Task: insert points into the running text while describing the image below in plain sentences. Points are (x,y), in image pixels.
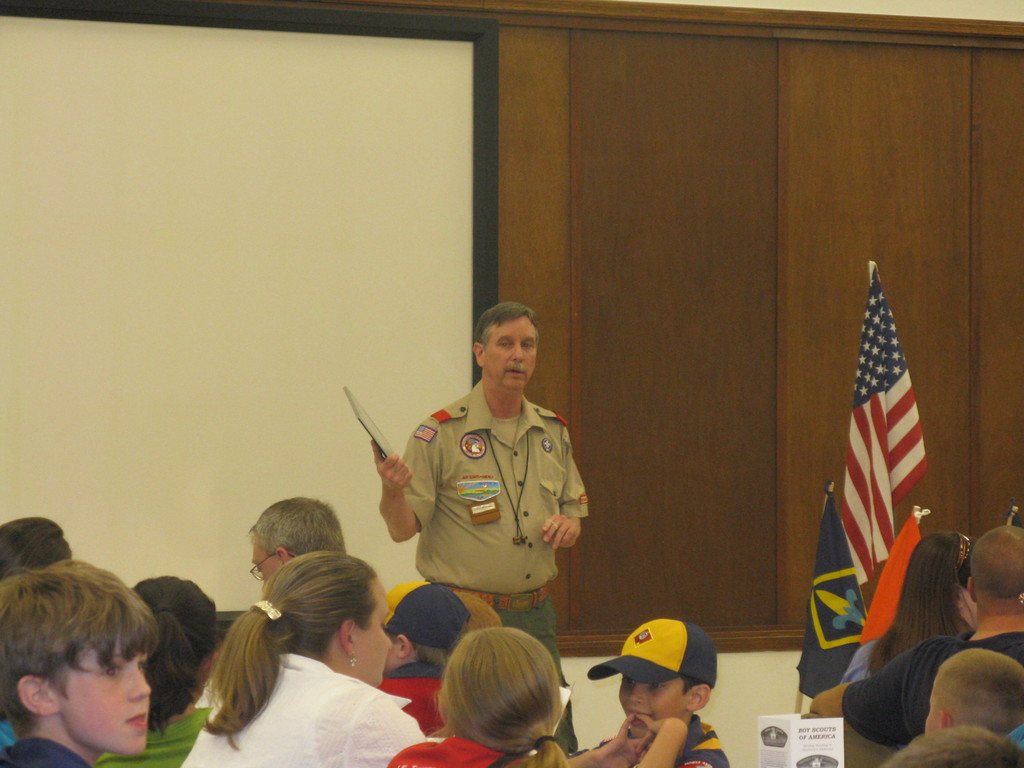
In this image, we can see some people (336,709) sitting and in the background (513,426), there is a man (450,424) standing and holding an object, we can see some flags (867,536) and there is a board (397,86).
